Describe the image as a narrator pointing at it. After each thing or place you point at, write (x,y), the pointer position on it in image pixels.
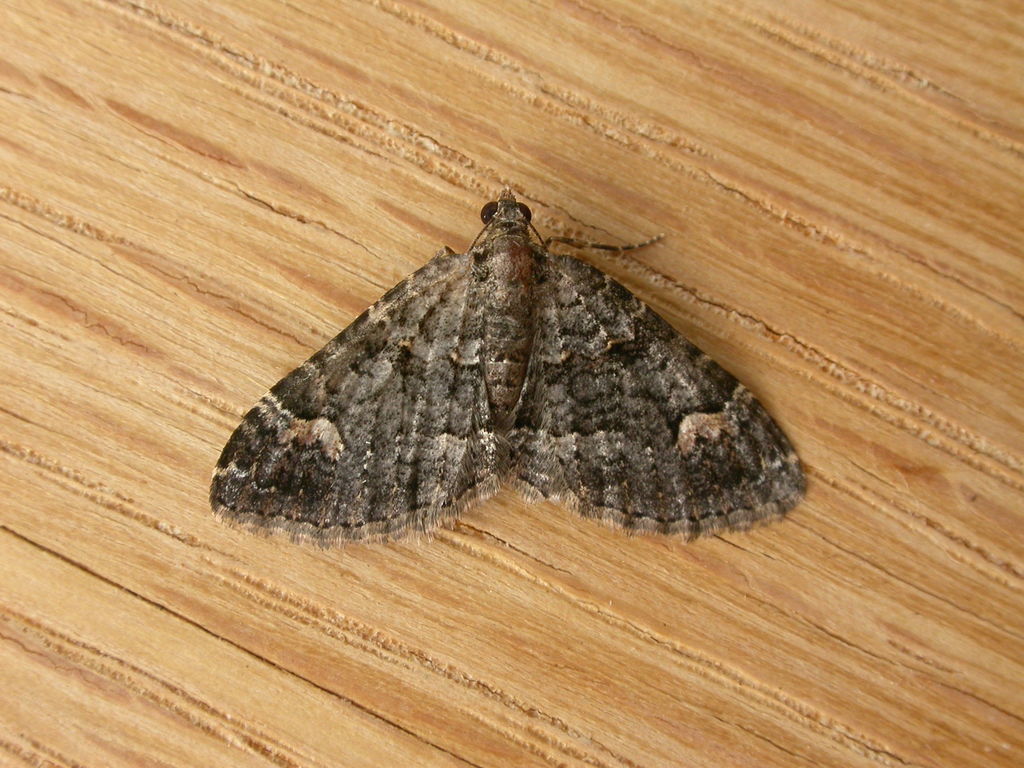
In this image we can see a moth (542,400) on the wooden surface (361,216).
